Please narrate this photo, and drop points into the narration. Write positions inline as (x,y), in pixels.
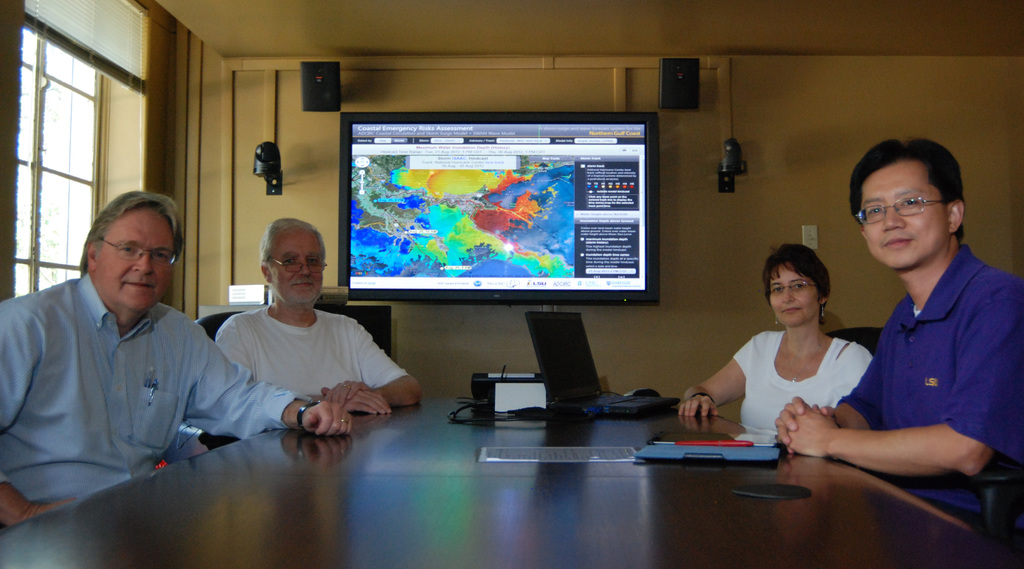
Here I can see four people (971,412) sitting around a table (603,444), smiling and giving pose for the picture. On this table (644,419) a laptop (629,411), a device (486,388) and papers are placed. In the background (507,235) there is a monitor (510,180) attached to the wall (444,98). Around the monitor (469,182) there are few devices (673,98) also attached to the wall (270,95). On the left side (61,173) there is a window (65,176).
